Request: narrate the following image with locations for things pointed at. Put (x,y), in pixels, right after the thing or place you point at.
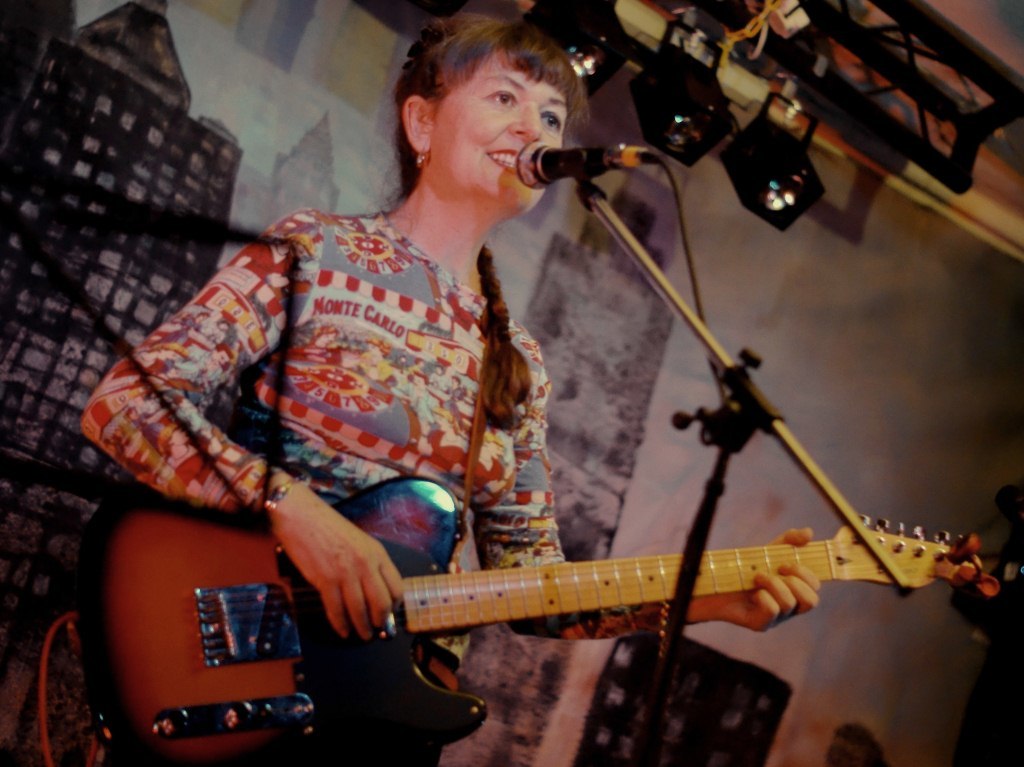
There is a woman (308,329) holding a guitar (356,630) and playing. In front of her there is a mic (542,163) and mic stand (687,319). In the back (292,157) there is a wall (285,118). Also there are lights (698,119).
